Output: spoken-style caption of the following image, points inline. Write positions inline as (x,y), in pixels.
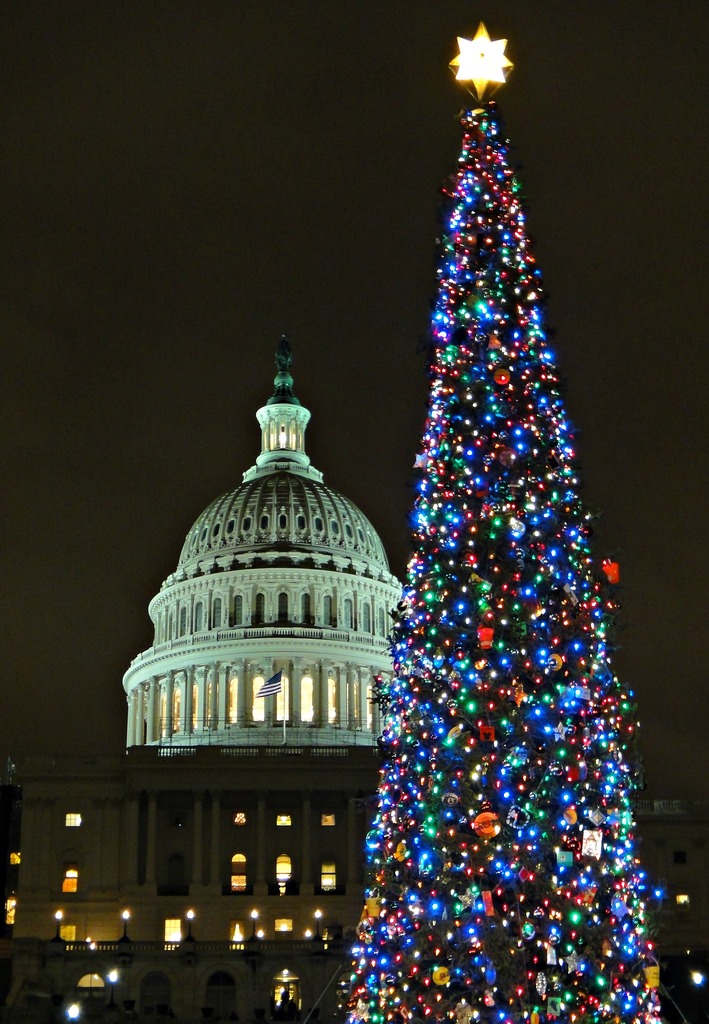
On the right side of the image (571,740), we can see christmas tree (506,726) with decorative objects (605,847). Background (232,1000) we can see dark view (581,362), building (197,839), walls (206,959), railings (204,951), poles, lights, pillars (300,673), flag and glass objects (304,705).
